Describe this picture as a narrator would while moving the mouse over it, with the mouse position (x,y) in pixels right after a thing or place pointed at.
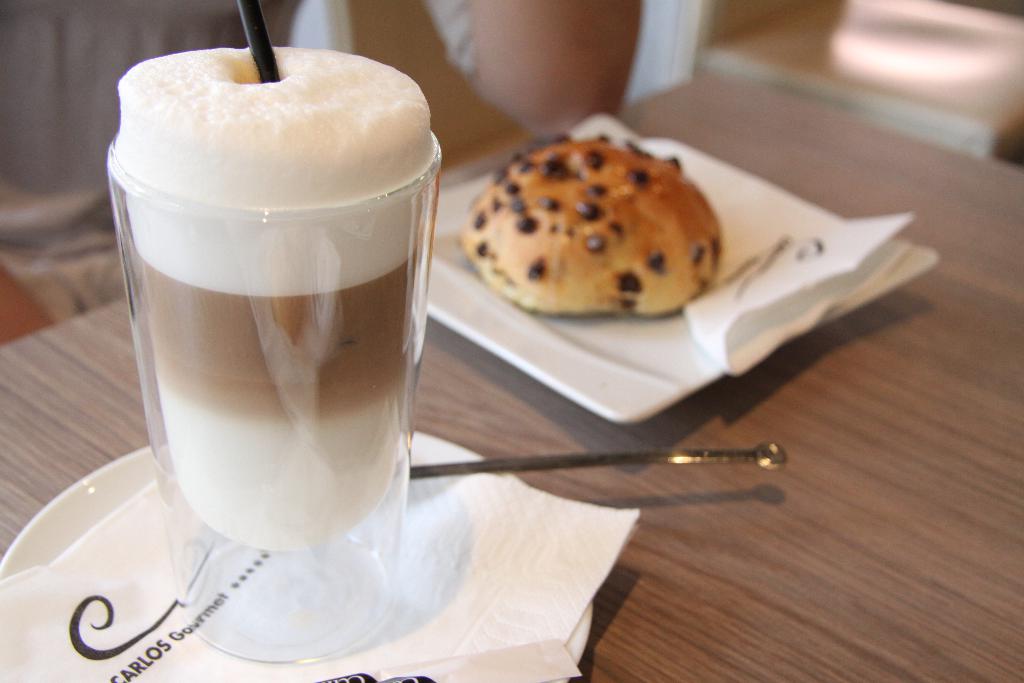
At the bottom of the image (35,469) there is a table (72,342), on the table (26,401) there is a saucer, paper (65,681), glass (405,333), plate (554,361) and bun (600,284). Behind the table (645,106) a person (0,11) is sitting. In the top right corner of the image (748,3) there is a chair (986,130).
